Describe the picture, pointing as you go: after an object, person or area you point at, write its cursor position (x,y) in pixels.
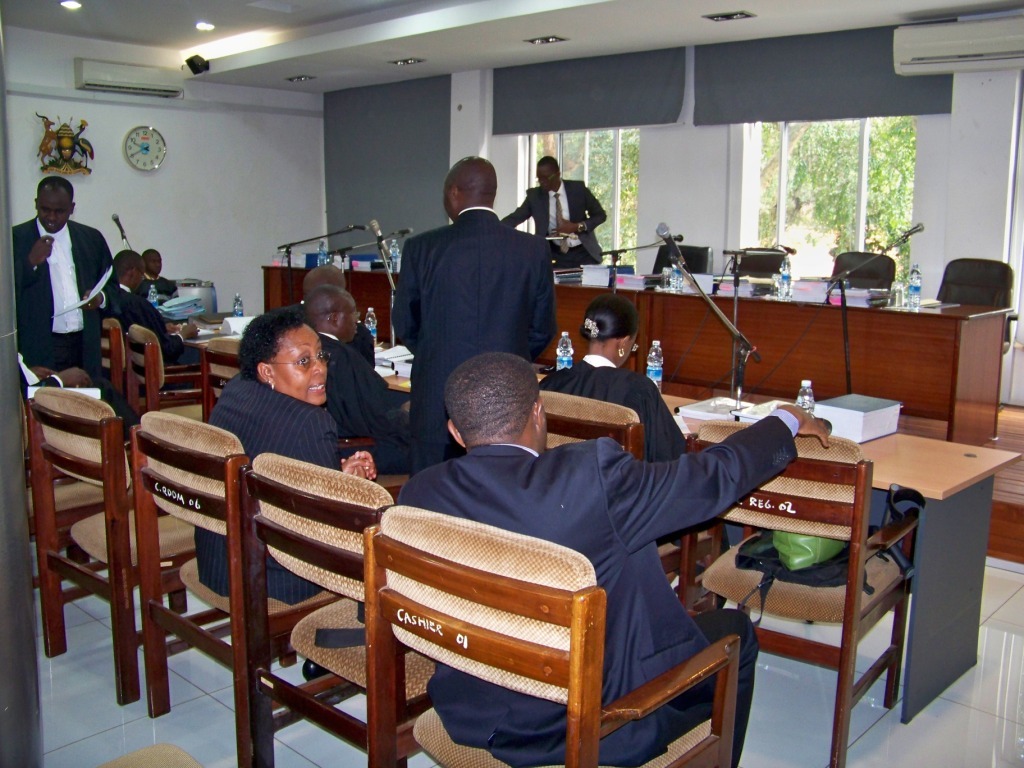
In this picture we can see few persons (575,540) sitting on chairs (696,447) in front of a table (882,477) and on the table (875,459) we can see box (850,437), bottles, mike's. We can see two persons (458,306) standing here. And on the platform (1013,427) we can see chairs (990,290) and tables (917,333) and on the table (906,332) we can see bottles (671,282) and books (624,273). We can see one man (566,213) standing. This is wall (240,185) and a clock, Air conditioner (178,78), ceiling (235,15) and light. These are window (811,162) and curtains (844,112). This is a floor (893,729).
